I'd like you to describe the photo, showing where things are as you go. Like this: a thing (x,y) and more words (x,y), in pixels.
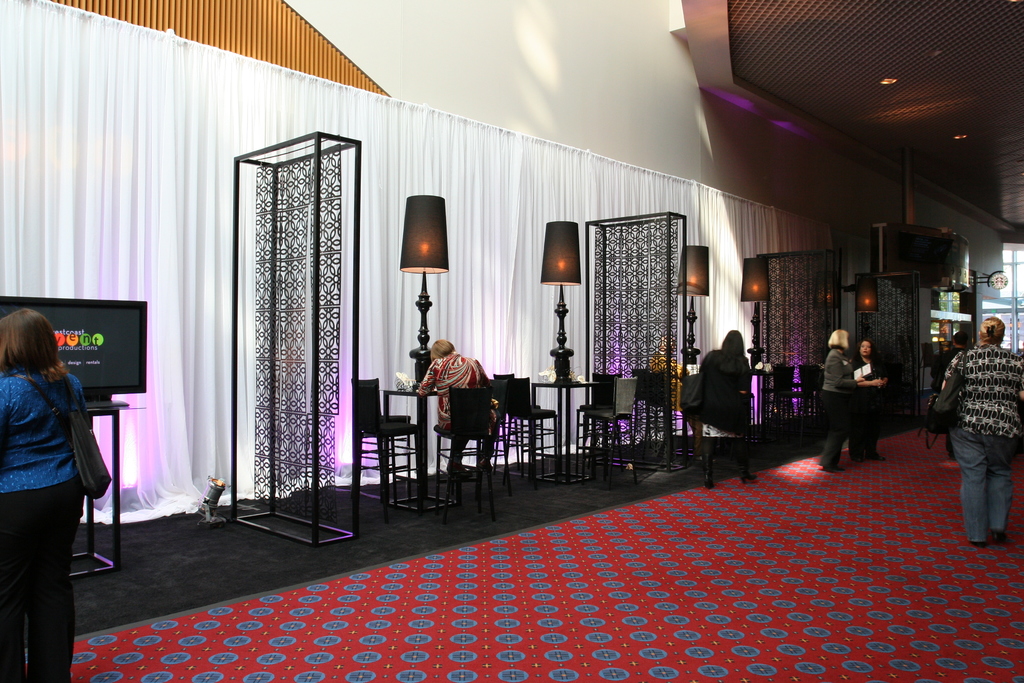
In the image I can see some people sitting on the chairs (484,419) around the table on which there are some lamps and also I can see some hangings (299,313) to the stand (315,321) and some screens (277,198) and people (11,450) around.
